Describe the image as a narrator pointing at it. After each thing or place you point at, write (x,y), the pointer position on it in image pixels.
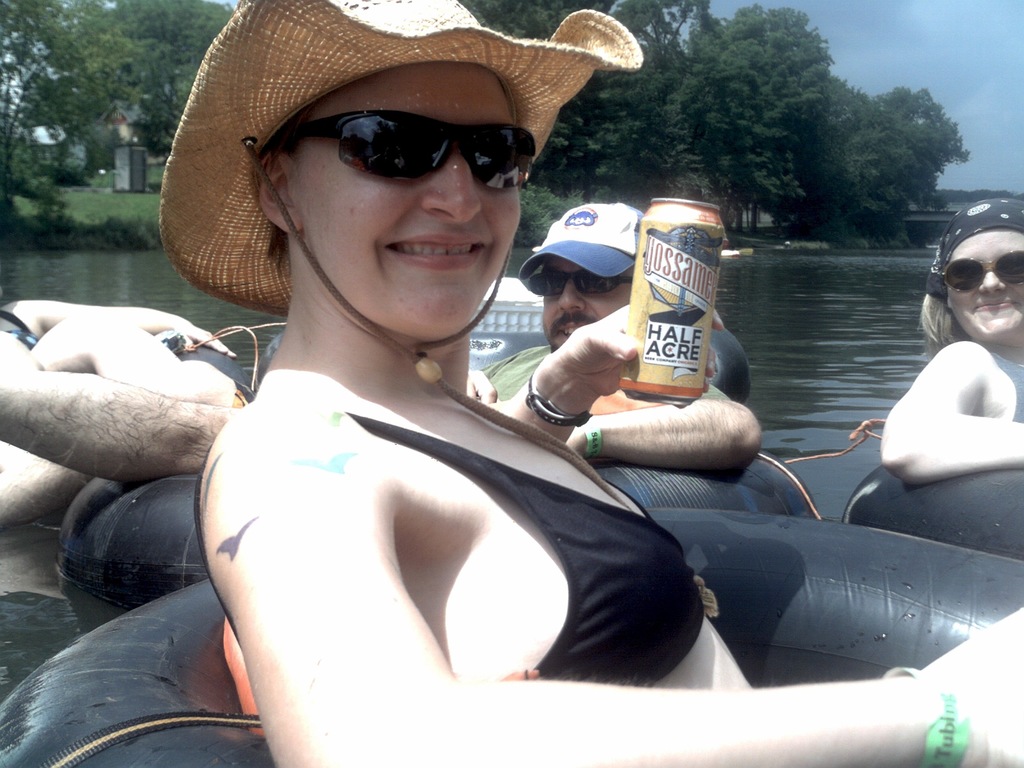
This is a river (773,351). Here I can see few people (575,362) sitting on the swim rings (847,605), smiling and giving pose for the picture. The woman (466,439) who is in the foreground (418,525) is holding a beer can (679,312) in the hand (608,335). In the background (646,155) there are many trees (700,125). At the top of the image (915,51) I can see the sky (905,56).
